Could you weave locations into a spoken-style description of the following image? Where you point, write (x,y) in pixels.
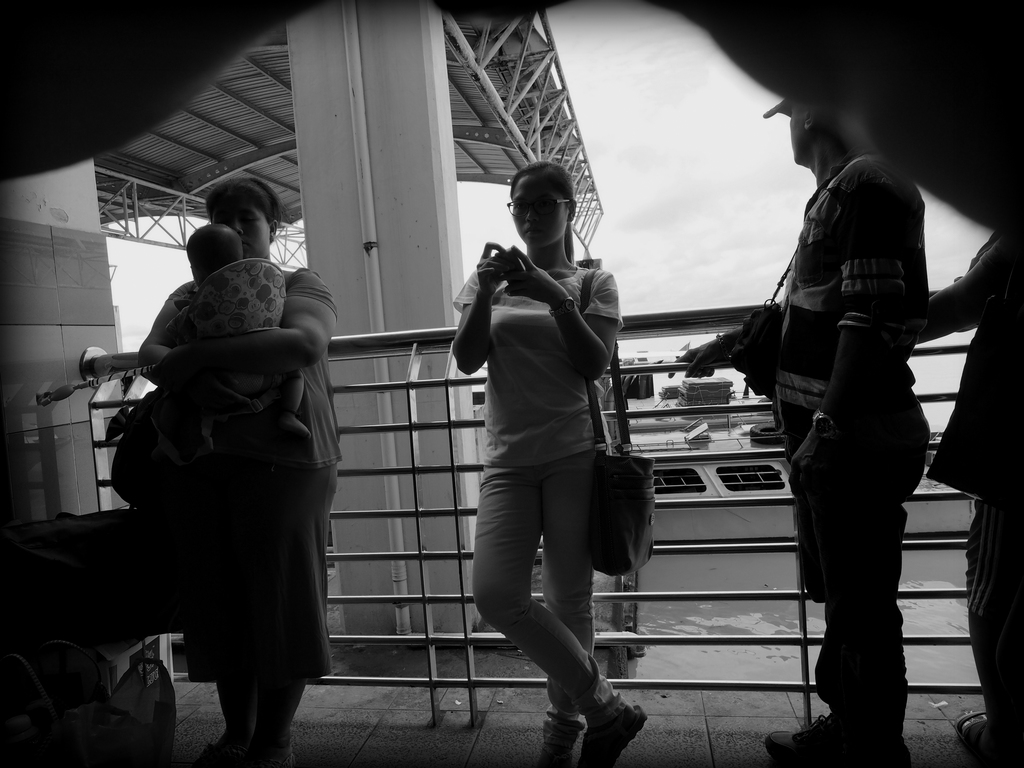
This is a black and white picture. In the background (716,216) we can see the sky (681,192), shed (259,103), beams (542,98), pillar (373,98) and a pole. We can see the people (982,285) are standing near to the railing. We can see a woman (310,299) is carrying a baby (266,276) with her hands (230,341). On the left side of the image (95,564) we can see an object (114,636) and its dark. Behind the railing (701,409) we can see other object (687,522) and its not clear.
